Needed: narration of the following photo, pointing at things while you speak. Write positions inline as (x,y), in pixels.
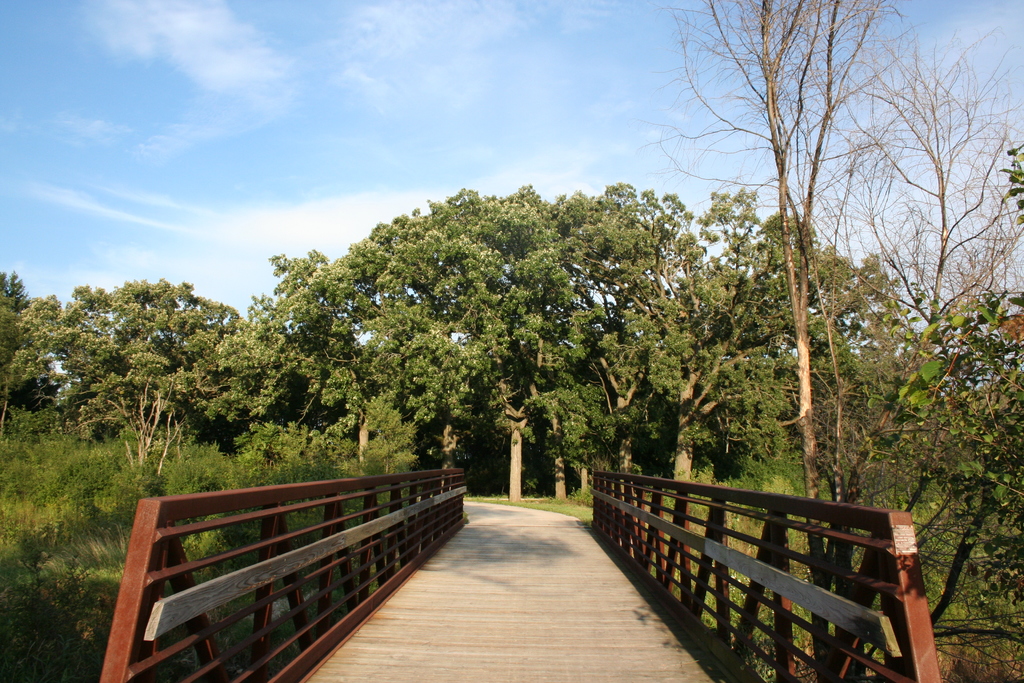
In this image in the front (463,579) there is a bridge (505,594), on the bridge (513,583) there are railings (327,559). On the left side (75,570) there are plants (99,504) and in the background (498,373) there are trees (959,363) and the sky (507,121) is cloudy.
